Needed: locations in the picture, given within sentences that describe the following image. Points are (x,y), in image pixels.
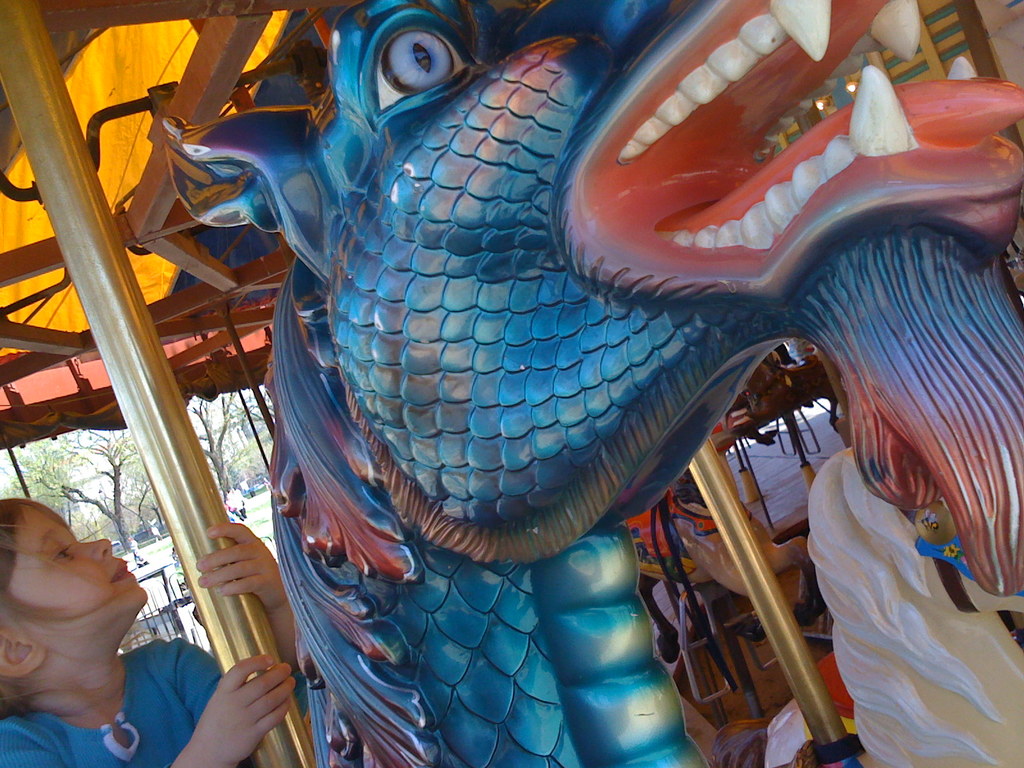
This image is taken outdoors. In the middle of the image (609,295) there is a carnival dragon (362,530) and a kid (101,595) sat on the dragon (464,604). There are a few poles (164,451). At the top of the image (116,131) there is a tent (63,313). There are a few trees (209,440) and a few vehicles (256,486) are parked on the ground (262,508). A few are walking on the ground (159,551).
